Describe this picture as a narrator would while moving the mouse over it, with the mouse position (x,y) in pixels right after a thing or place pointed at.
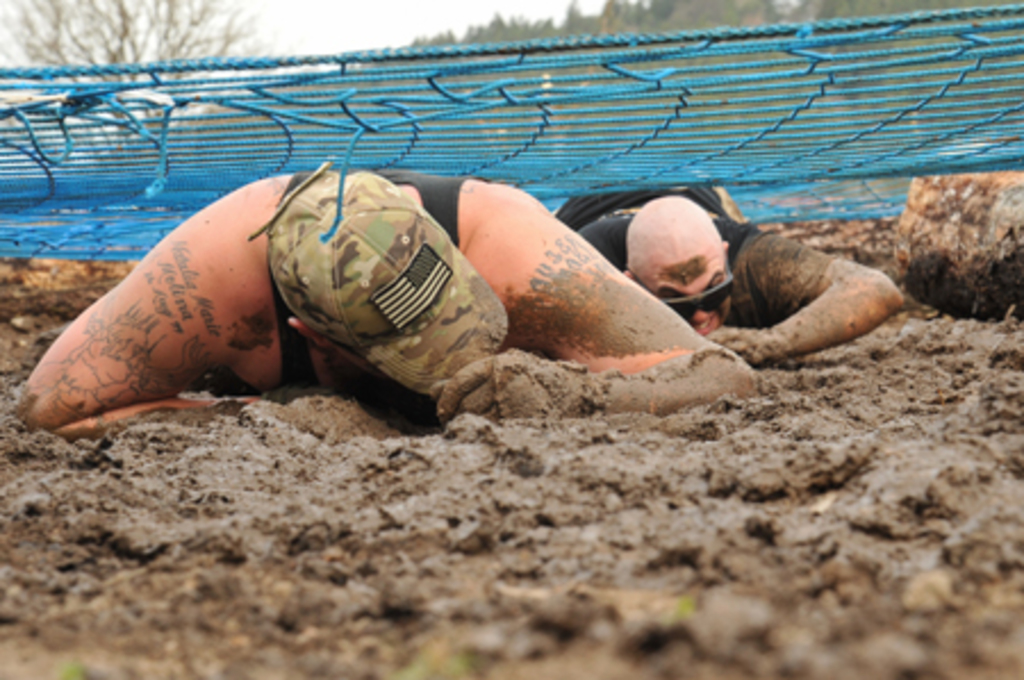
In this picture couple of men (360,382) laying on the ground (455,434) and I can see net (176,100) on the top of them and I can see mud (155,545) on the ground (543,526) and I can see trees (665,15) and a cloudy sky (335,46).
